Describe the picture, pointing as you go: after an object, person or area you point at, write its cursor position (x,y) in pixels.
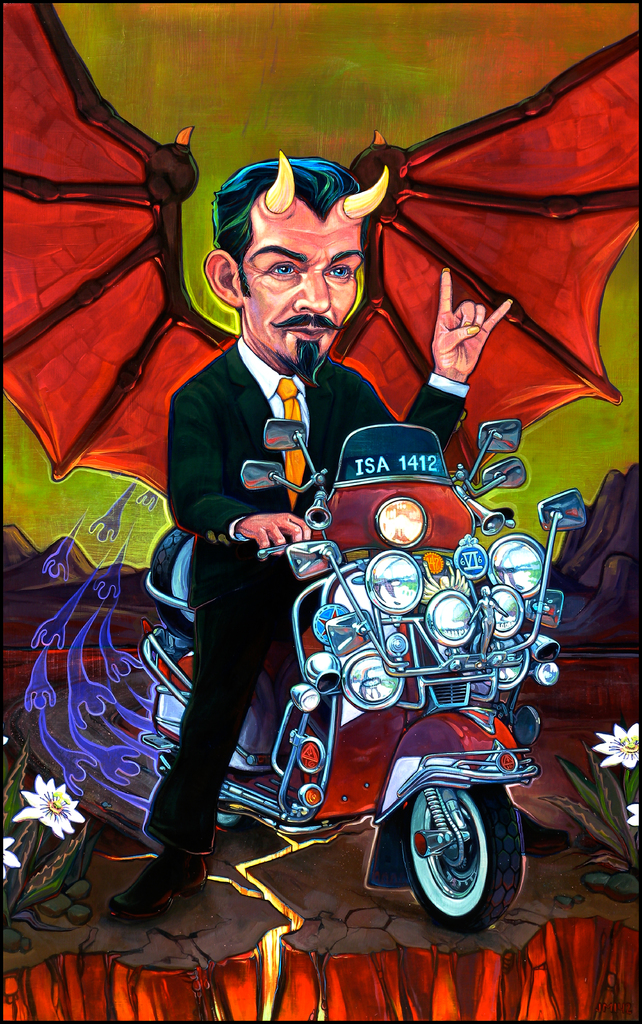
In this image I can see a cartoon picture in the picture I can see a person (148,366) sitting on scooter (390,610) and in the background (590,560) I can see colorful design (23,219) visible, at the bottom (30,793) I can see flowers (6,846).
